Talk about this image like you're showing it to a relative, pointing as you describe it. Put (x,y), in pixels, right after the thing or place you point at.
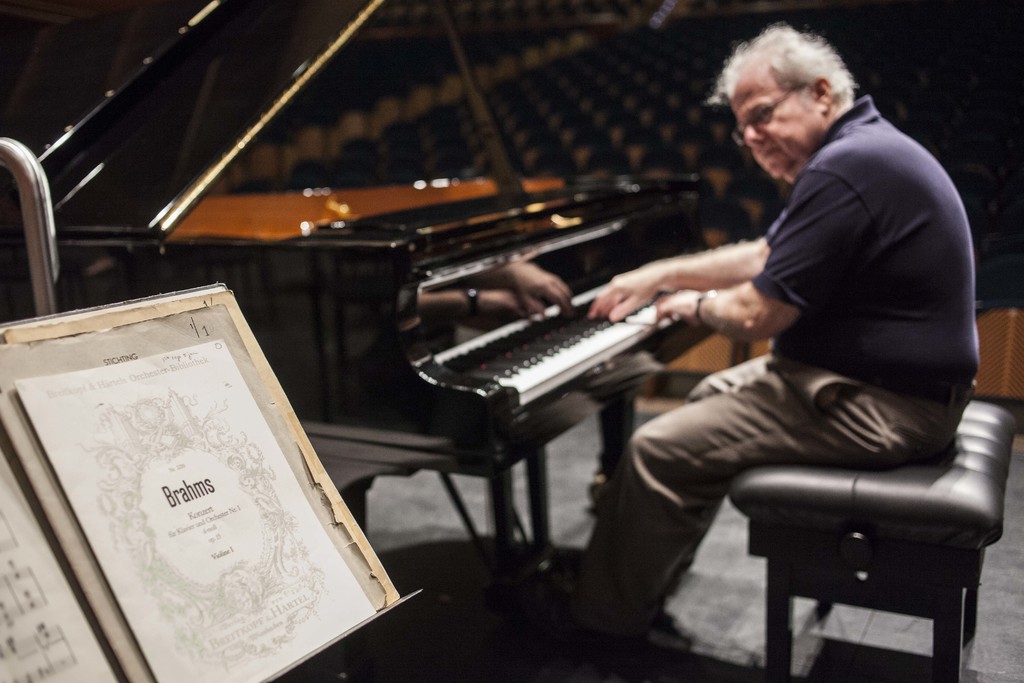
An old man (824,398) is sitting and playing a piano (507,287). There is a stand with musical notes (39,411) on it.
